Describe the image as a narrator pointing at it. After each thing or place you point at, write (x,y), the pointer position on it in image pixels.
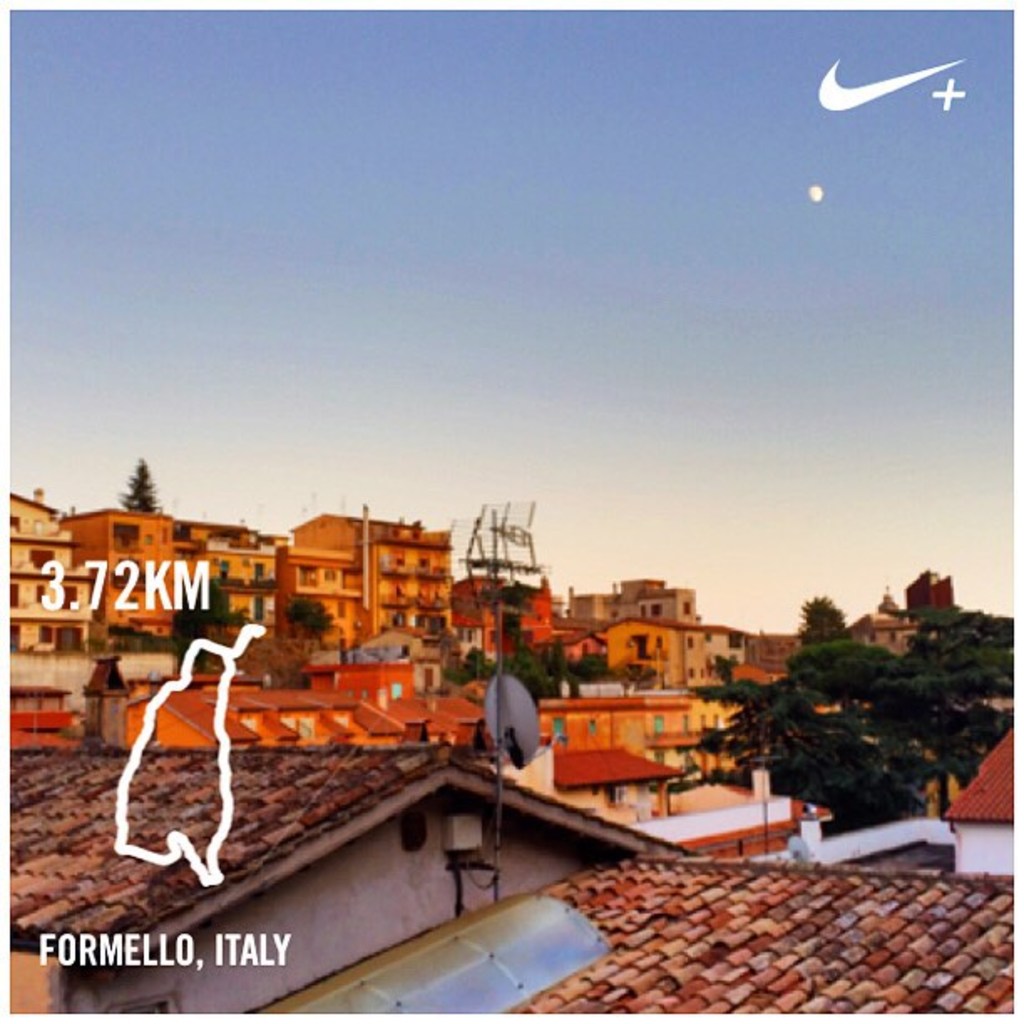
At the bottom of this image (576,774) I can see many buildings (736,851) and trees (855,722). On the left side (96,587) there is some edited text (149,601). At the top of the image (407,294) I can see the sky (411,156) in blue color.
